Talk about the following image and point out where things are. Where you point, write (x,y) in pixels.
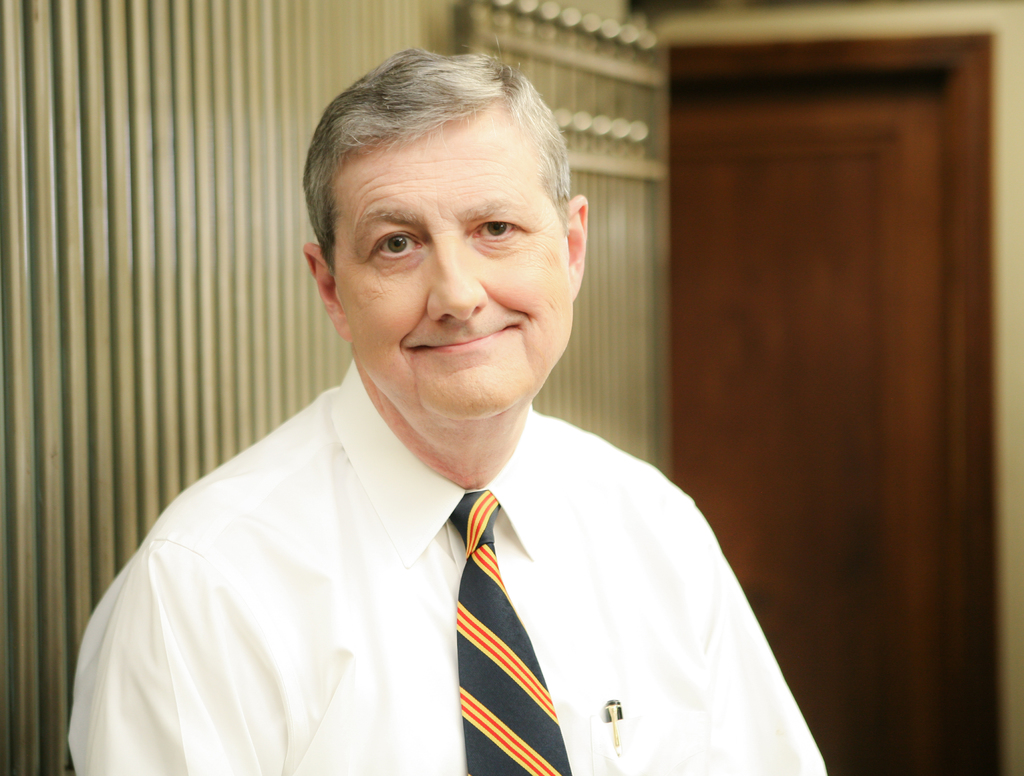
In this image I can see a man (569,528) is looking at the camera, he wore tie (510,659), shirt (566,643). On the right side (736,436) there is the door (755,445).
